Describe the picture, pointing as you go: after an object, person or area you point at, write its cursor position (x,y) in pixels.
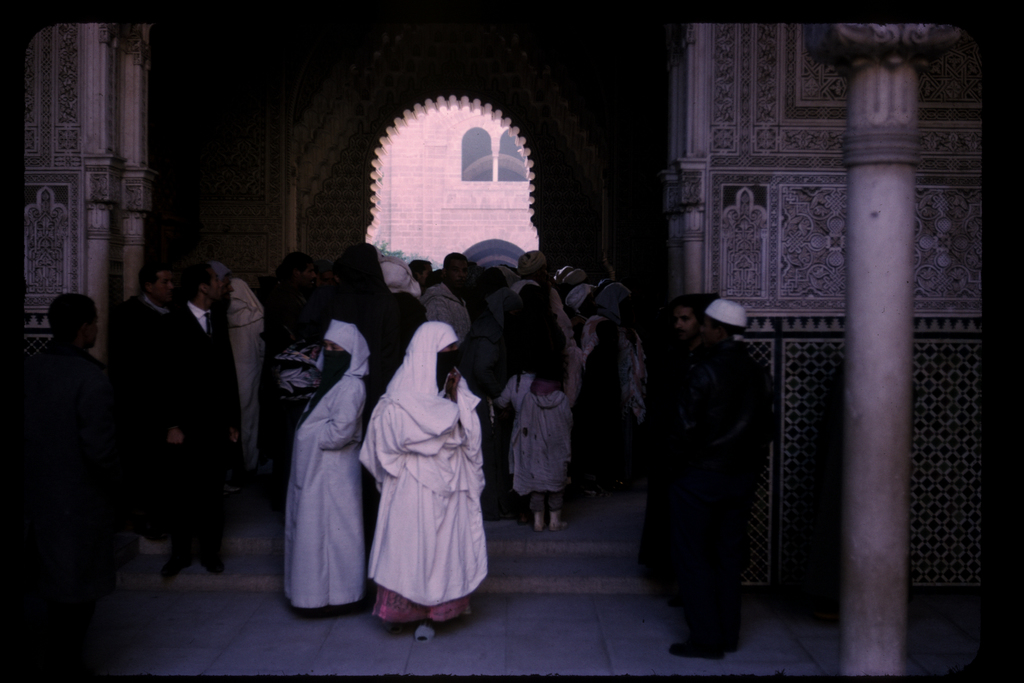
In this image in front (88,462) there are people (459,511) standing on the floor (611,597). There are pillars (870,370). There are carvings (780,108) on the marble (250,209). In the background of the image (484,216) there is a wall (440,223). There are glass windows (480,171).
